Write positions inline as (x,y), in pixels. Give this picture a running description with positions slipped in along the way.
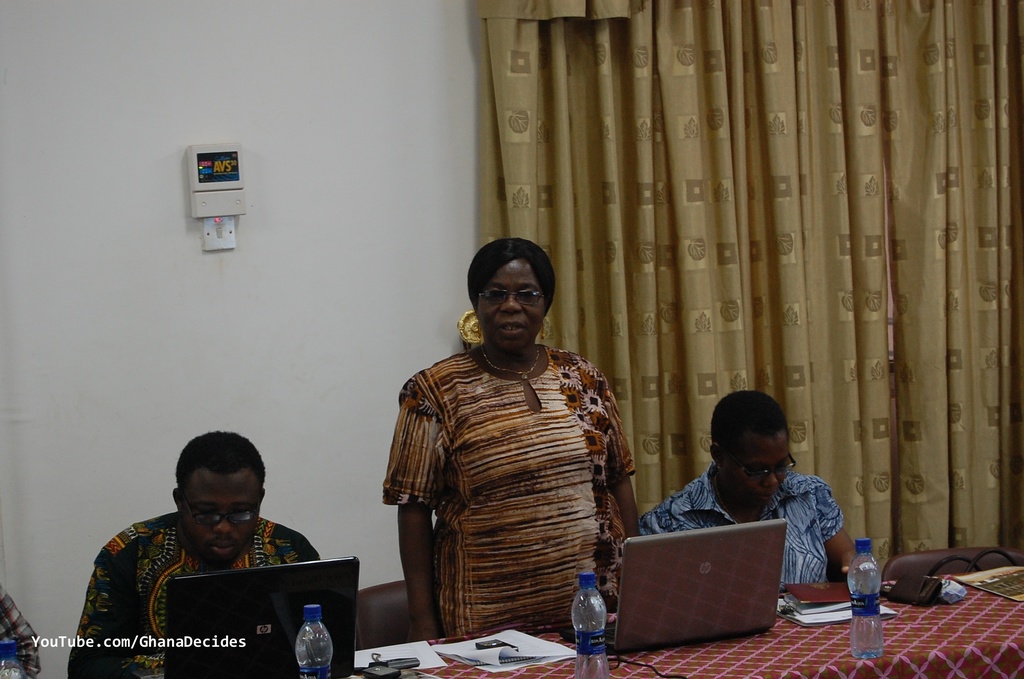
In this picture we can see two persons (665,520) sitting on the chairs (403,619). This is table (814,642). On the table (855,670) there are bottles (578,671), laptops (250,631), and papers (509,642). Here we can see a woman (400,438) who is standing and she has spectacles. On the background (392,297) there is a wall (328,46) and this is curtain (939,196).
